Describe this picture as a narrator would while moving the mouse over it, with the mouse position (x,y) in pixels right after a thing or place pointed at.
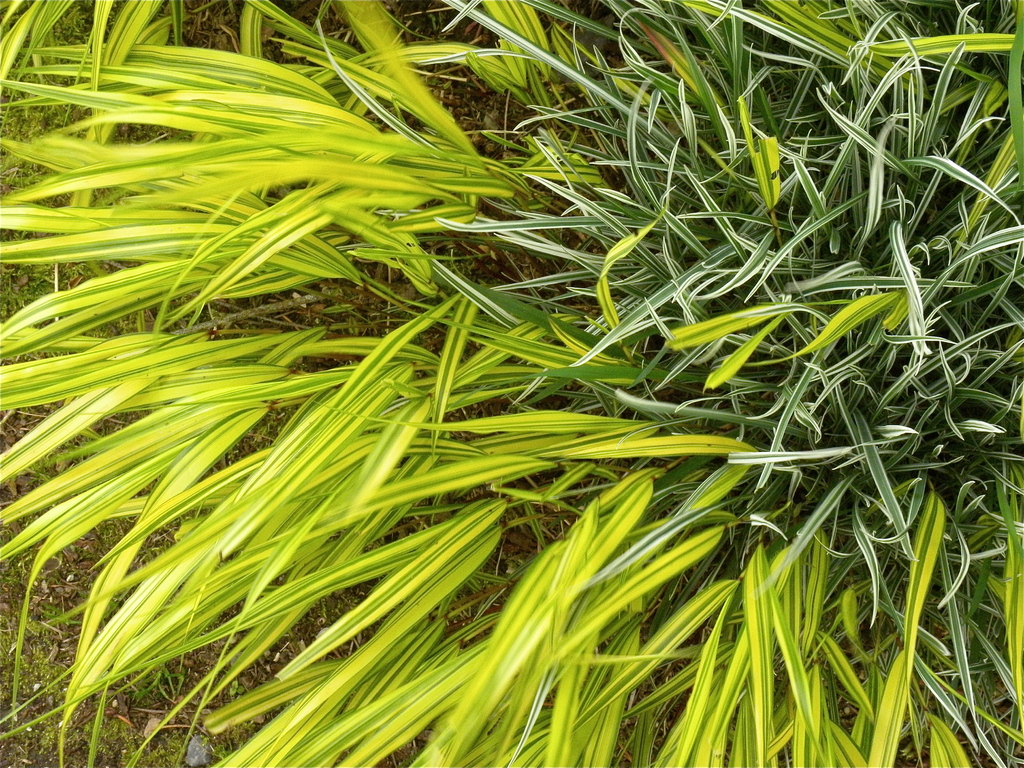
In this image, we can see plants (799,524) with leaves (346,503). Background (188,661) we can see the ground (12,616).
